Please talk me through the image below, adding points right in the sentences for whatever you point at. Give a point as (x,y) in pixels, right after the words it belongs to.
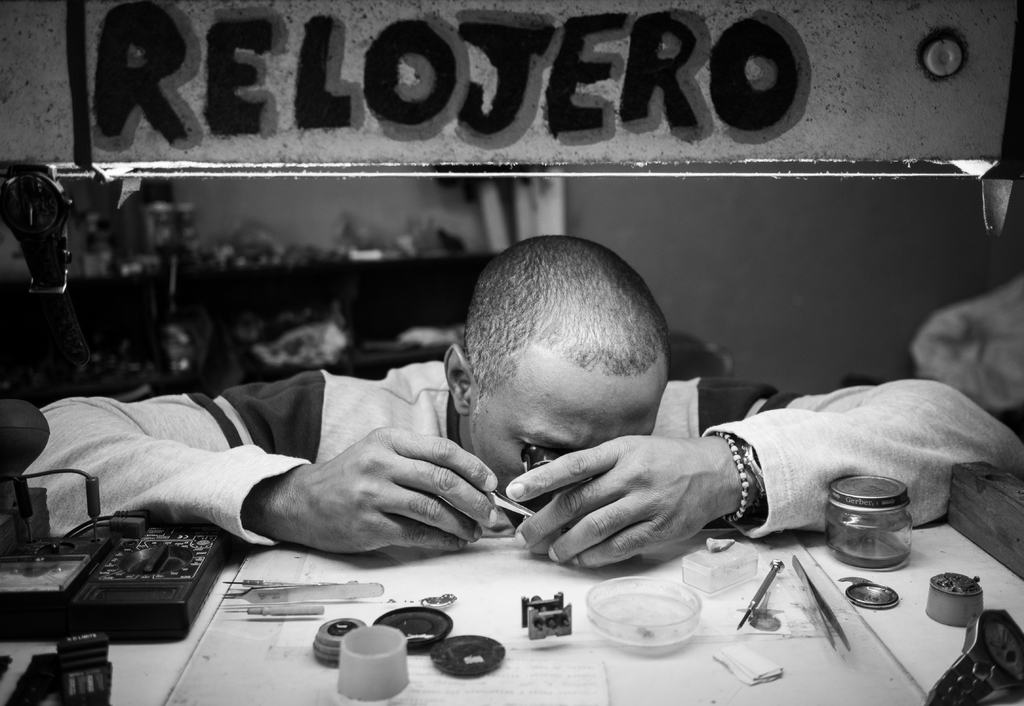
In this image we can see a person (526,475). There are many objects (655,629) placed on the table (455,627). There are many objects (409,238) behind a person (323,481) in the image. There is a board (524,96) and some text (473,84) written on it at the top of the image (624,126).
